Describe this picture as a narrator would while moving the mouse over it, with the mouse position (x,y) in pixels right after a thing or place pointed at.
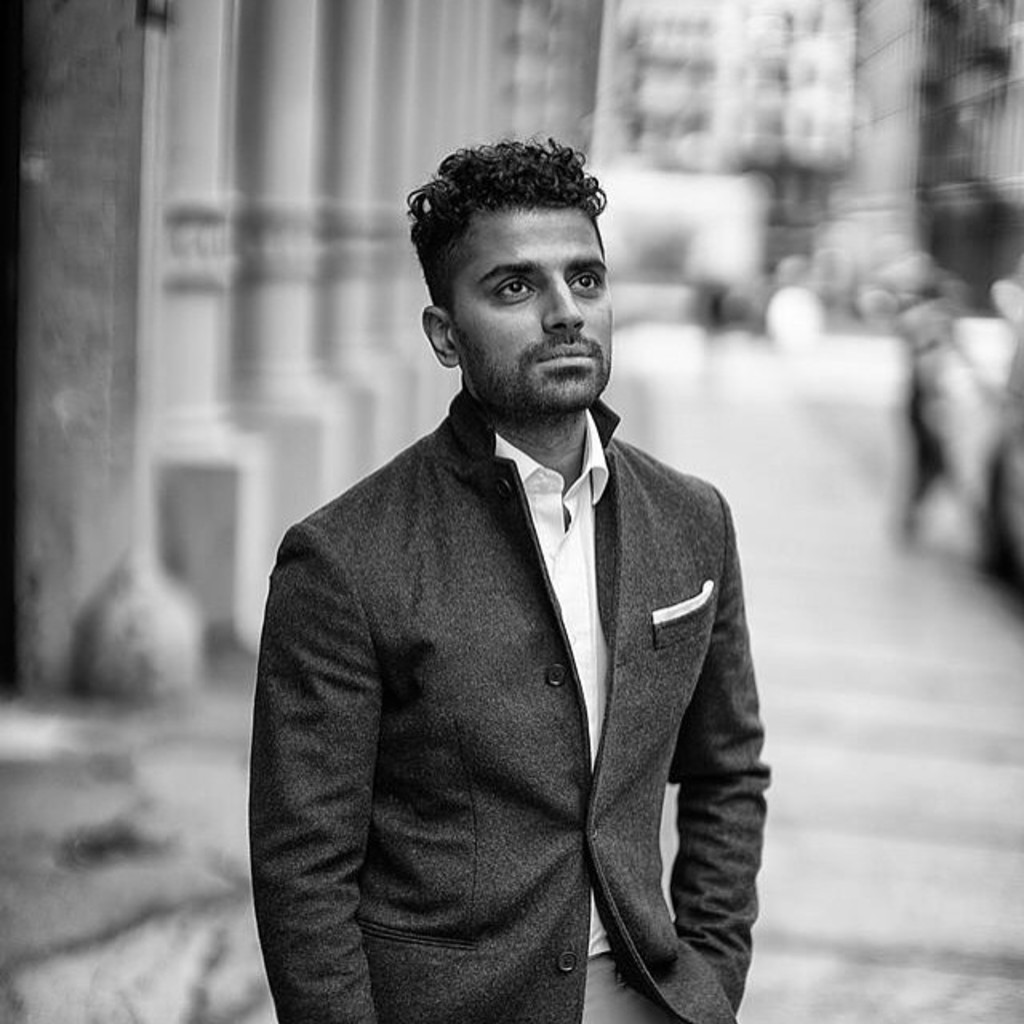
In this image I can see a person (431,535) standing and there is a blur background (252,375).
